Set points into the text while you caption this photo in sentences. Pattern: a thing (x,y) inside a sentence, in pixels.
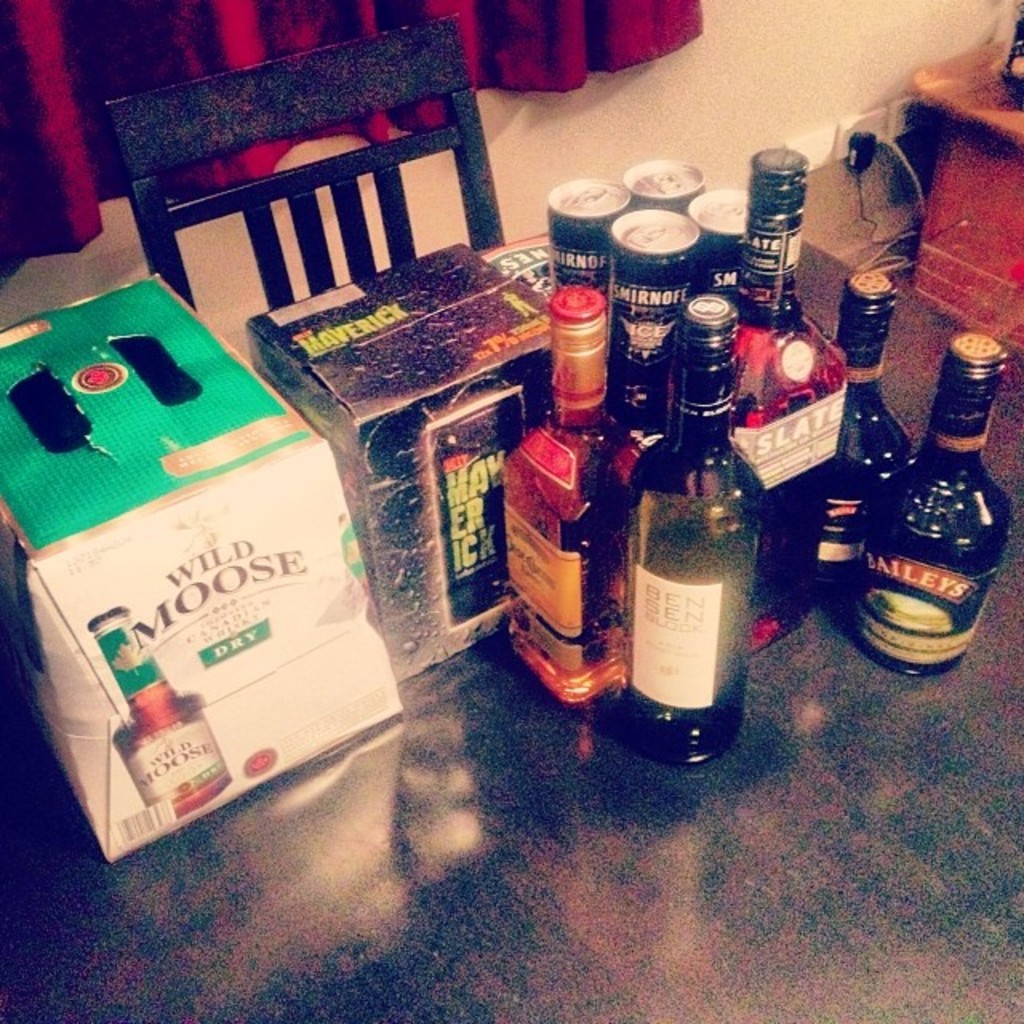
In this picture we can see a table (874,903). On the table (911,789) there are bottles (584,440), and boxes (377,632). This is chair (315,170). Here we can see a curtain (575,49) and this is floor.
